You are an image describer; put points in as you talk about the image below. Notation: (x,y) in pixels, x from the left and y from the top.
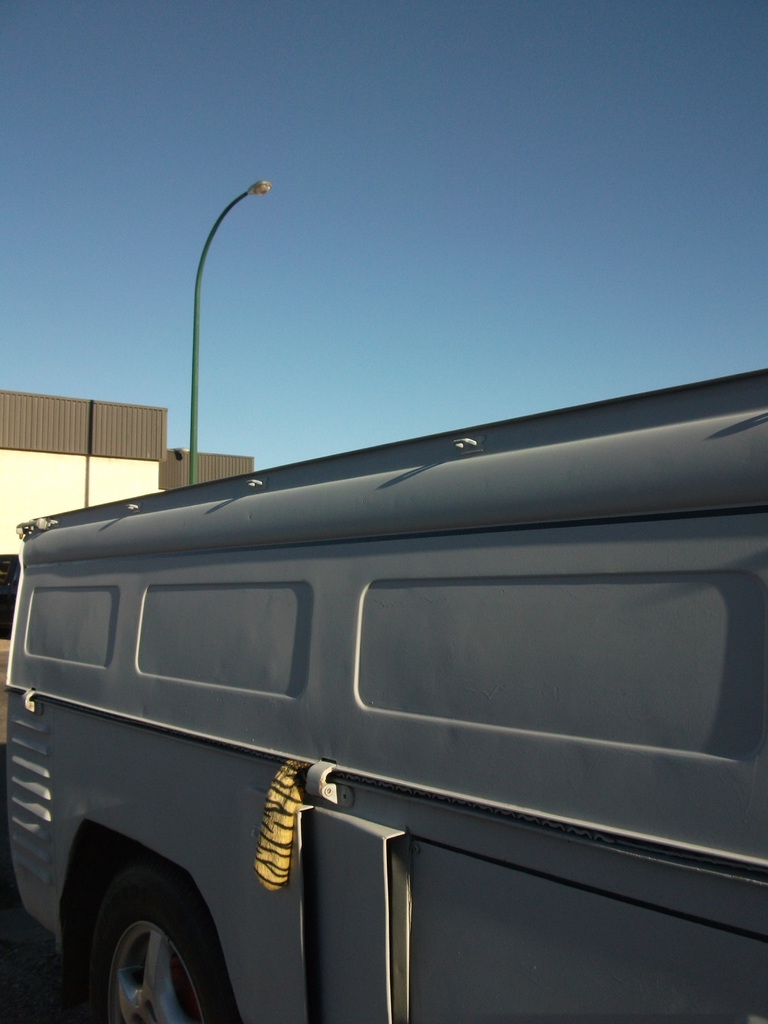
In this picture I can see a vehicle (179,537), there is a building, there is a pole (192,420) with a light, and in the background (343,164) there is the sky (352,166).
